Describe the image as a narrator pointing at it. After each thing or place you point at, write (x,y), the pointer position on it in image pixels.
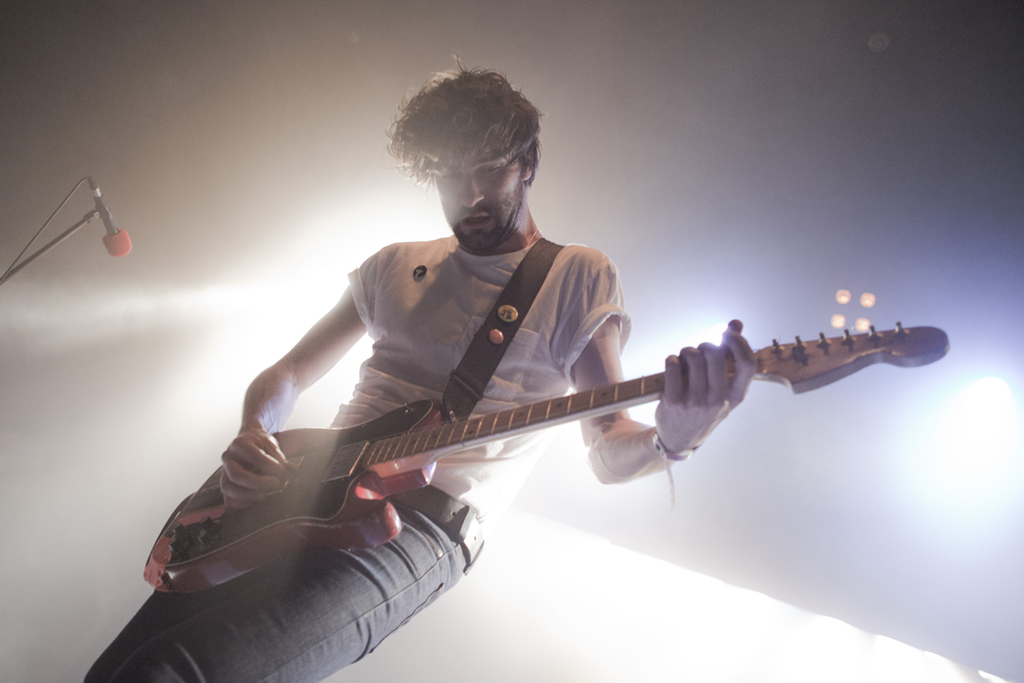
The picture consists of one person (493,389) standing in the middle (425,398) wearing a white shirt (393,381) and jeans (315,638) and playing a guitar (457,427) in front of the microphone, behind him there are lights (987,489).
